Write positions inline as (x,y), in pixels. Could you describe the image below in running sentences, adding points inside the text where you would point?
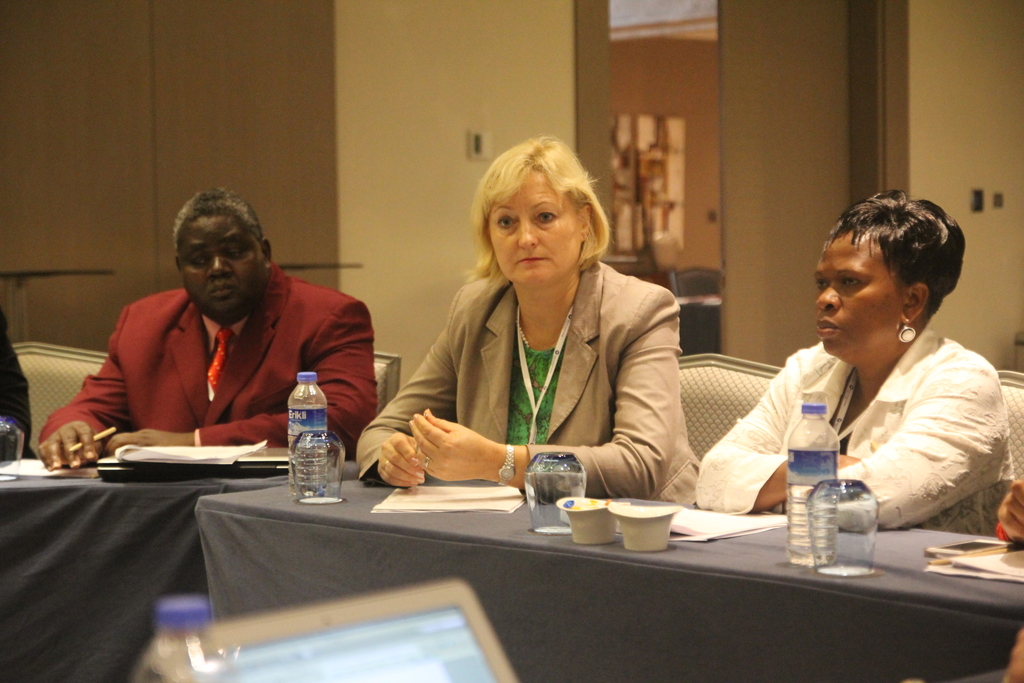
In this image there are tables (133,536), on that table (193,568) there is a cloth (235,513) and there are bottles (803,454), papers (480,501), glasses (300,471), behind the table (561,543) there are people (526,450) sitting on chairs (689,425), in the background (459,52) there is a wall (973,28) for that wall (973,28) there is a door (786,255).
